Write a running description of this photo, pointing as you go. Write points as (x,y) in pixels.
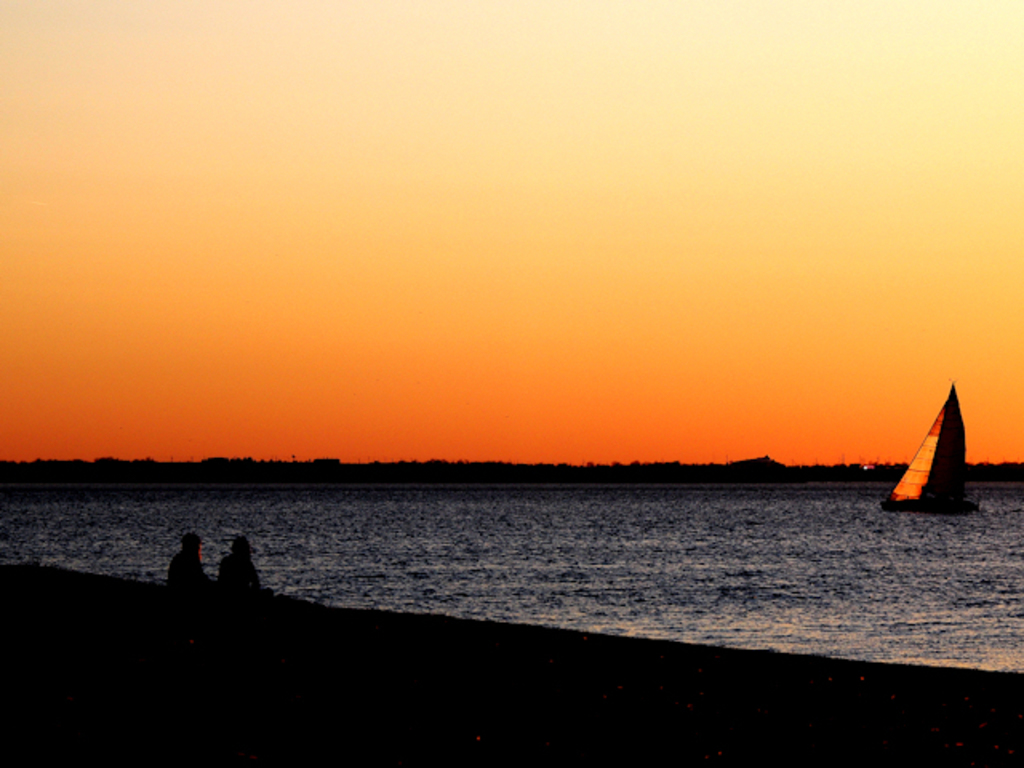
In the image we can see a boat (901,484) in the water (754,515). Here we can see the sea (604,562) and there are two people (232,598) sitting. The bottom part of the image (253,690) is dark and we can see a pale orange sky (532,453).
